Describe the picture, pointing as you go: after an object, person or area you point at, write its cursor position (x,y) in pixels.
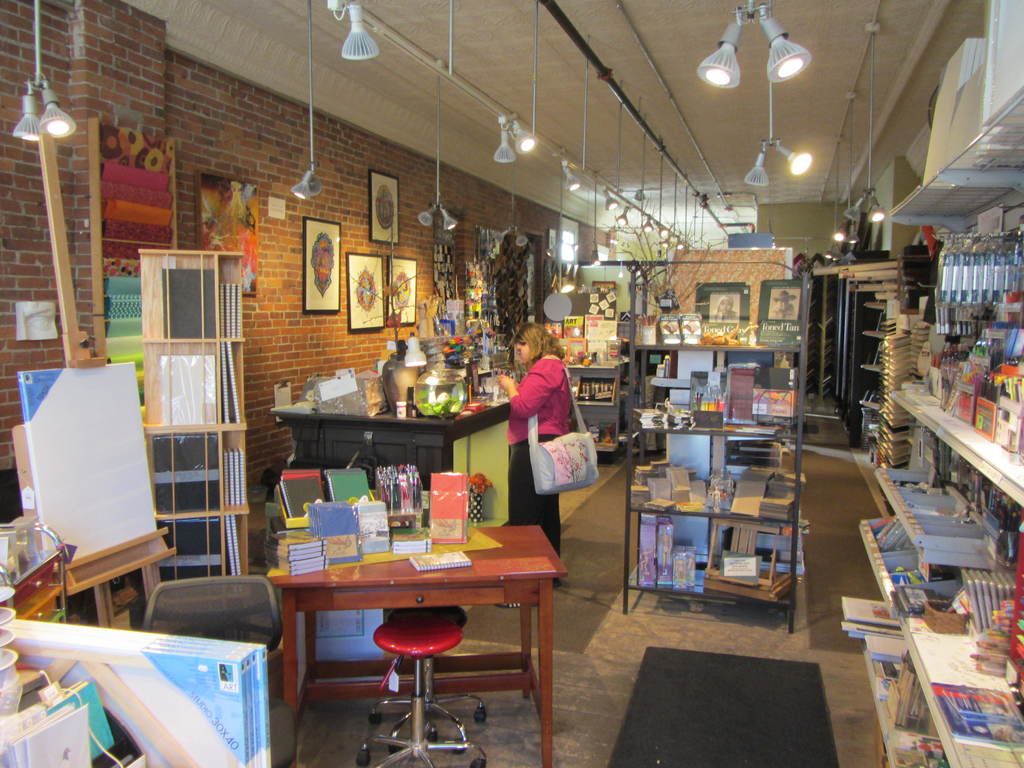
In this image I see a room (1,4) and there are lot of racks (688,591) in it and there are lots of books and stationery things (1007,298) in it. Over here I can see a woman (547,412) standing and she is carrying a bag (568,434). In the background (134,63) I can see a wall (222,157) and photo frames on it and on the ceiling (543,133) I can see the lights (434,215).
